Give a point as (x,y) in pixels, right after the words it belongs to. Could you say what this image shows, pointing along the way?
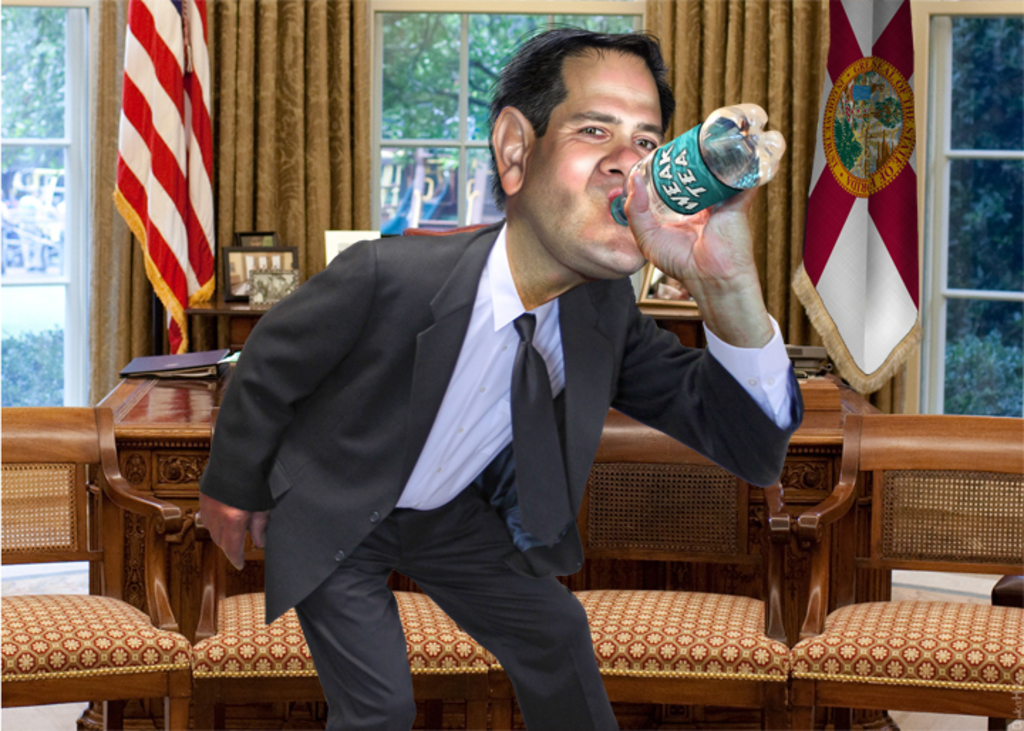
This picture was a person (604,218) standing and holding a bottle (782,156). Backside to him there are few chairs (16,619) and table (197,409). There is a file (156,367) on it. Flags (149,9) are there on both side of the person (408,366). At the background (628,20) there are few trees (60,27).
